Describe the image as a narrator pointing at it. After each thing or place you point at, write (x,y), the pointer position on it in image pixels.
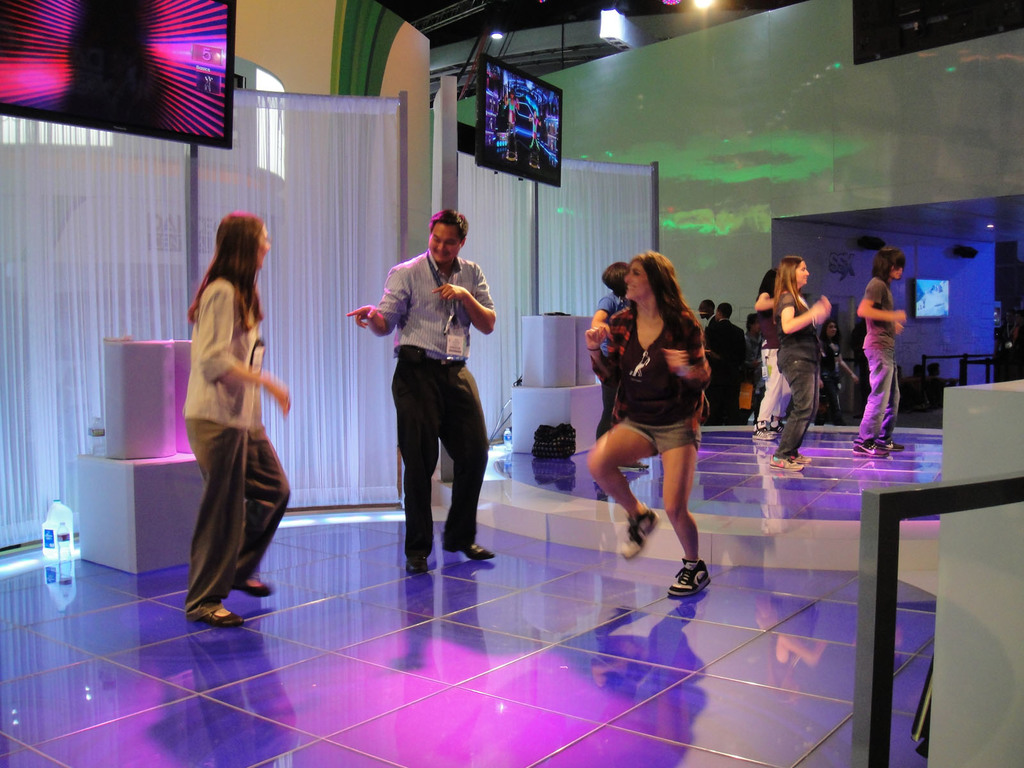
The picture is clicked inside a building (645,77). There are many people (428,412) dancing. In the background (492,191) there are curtains (499,202). Screens (486,161) are mounted over here. In the building (378,82) there are few furniture (151,460).
